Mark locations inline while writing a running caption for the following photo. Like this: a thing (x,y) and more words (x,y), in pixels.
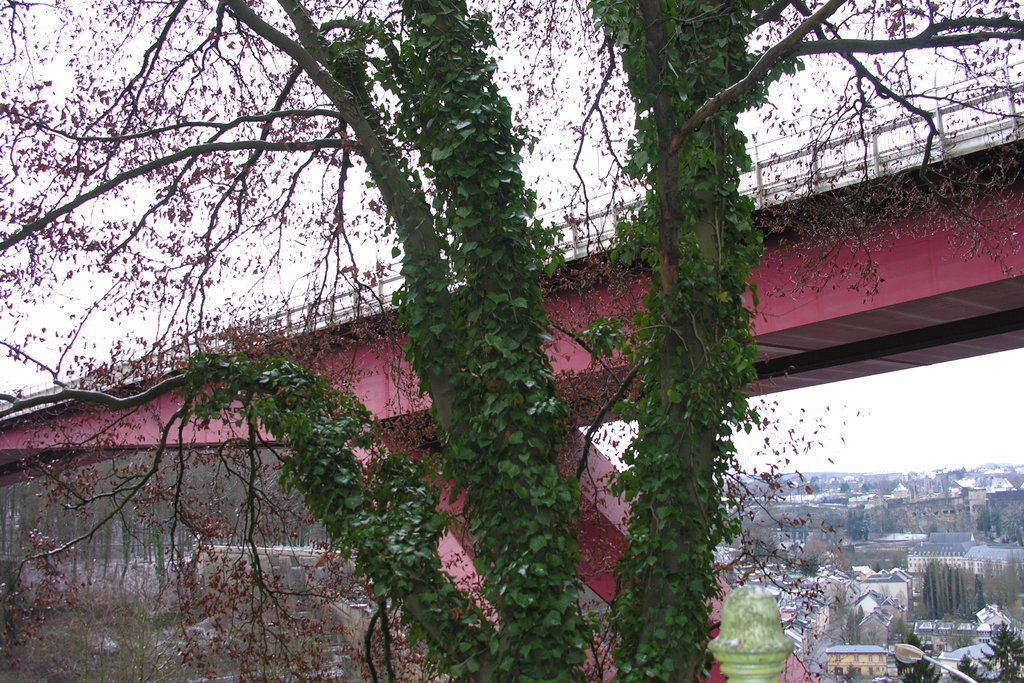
In this image we can see a tree (568,504). Behind the tree (903,213), there is a flyover (562,363). In the right bottom of the image (868,556) we can see the pole (771,646), street light (903,651), trees (931,597) and buildings (958,557). The sky (779,436) is in white color in the background of the image (524,159).
